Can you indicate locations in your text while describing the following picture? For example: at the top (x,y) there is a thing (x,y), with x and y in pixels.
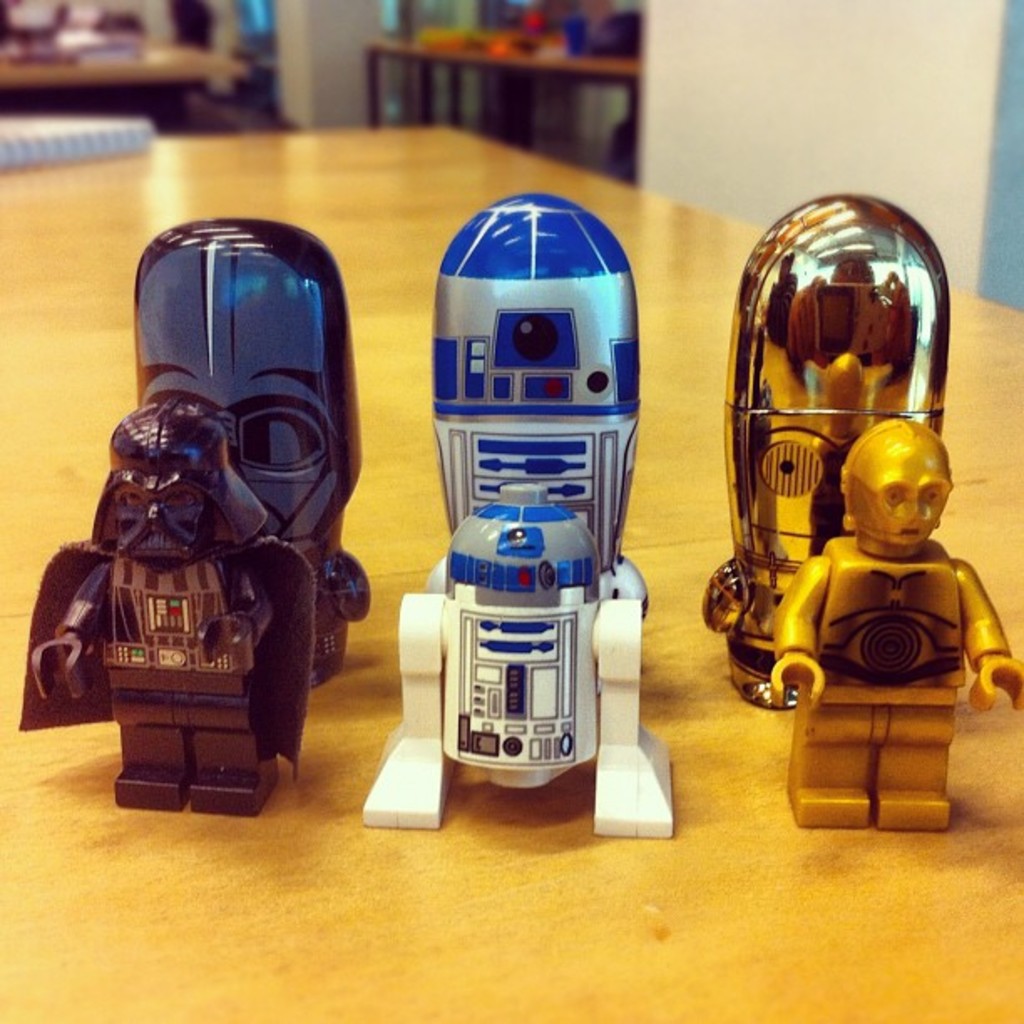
In this image there are six toys (468,671) are kept a table (689,490) as we can see in the middle of this image (373,360). There are some other tables (61,67) are on the top of this image (171,66). There is a wall (733,164) in the background (724,176).
